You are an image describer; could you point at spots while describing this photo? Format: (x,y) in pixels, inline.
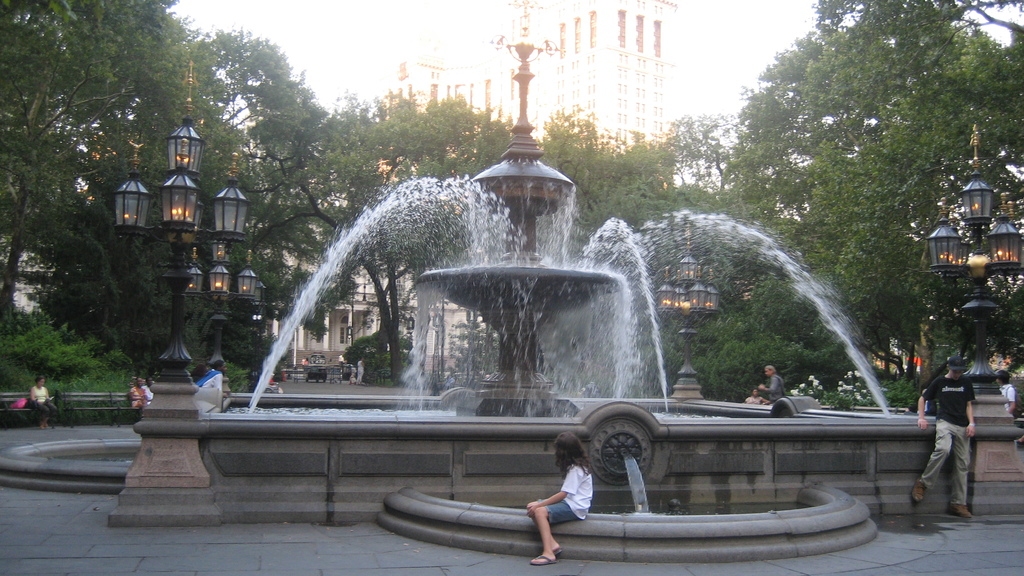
In the picture we can see a fountain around it we can see four poles (978,324) with lamps (968,217) and some people (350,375) standing near the fountain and behind the fountain (368,241) we can see trees (996,111) and building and behind it we can see a sky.
